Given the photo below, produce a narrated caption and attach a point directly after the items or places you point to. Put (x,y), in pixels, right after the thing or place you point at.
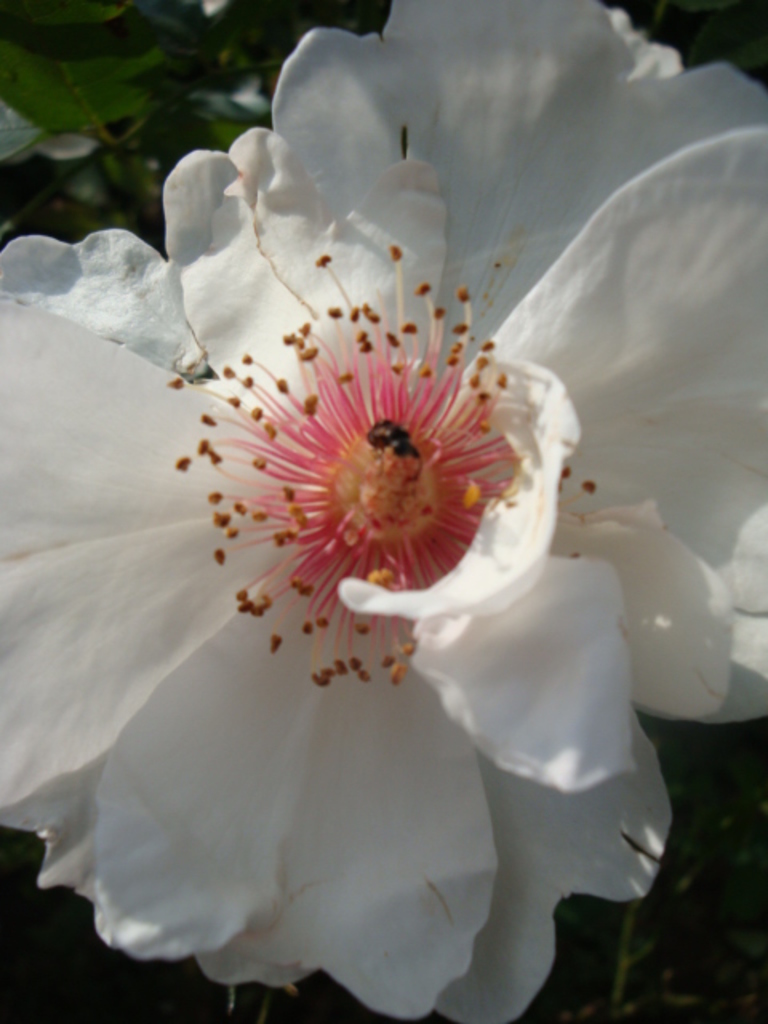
This image is taken outdoors. In the background (17,83) there are a few plants (239,81). In the middle of the image (340,461) there is a flower (353,489) which is white in color.
